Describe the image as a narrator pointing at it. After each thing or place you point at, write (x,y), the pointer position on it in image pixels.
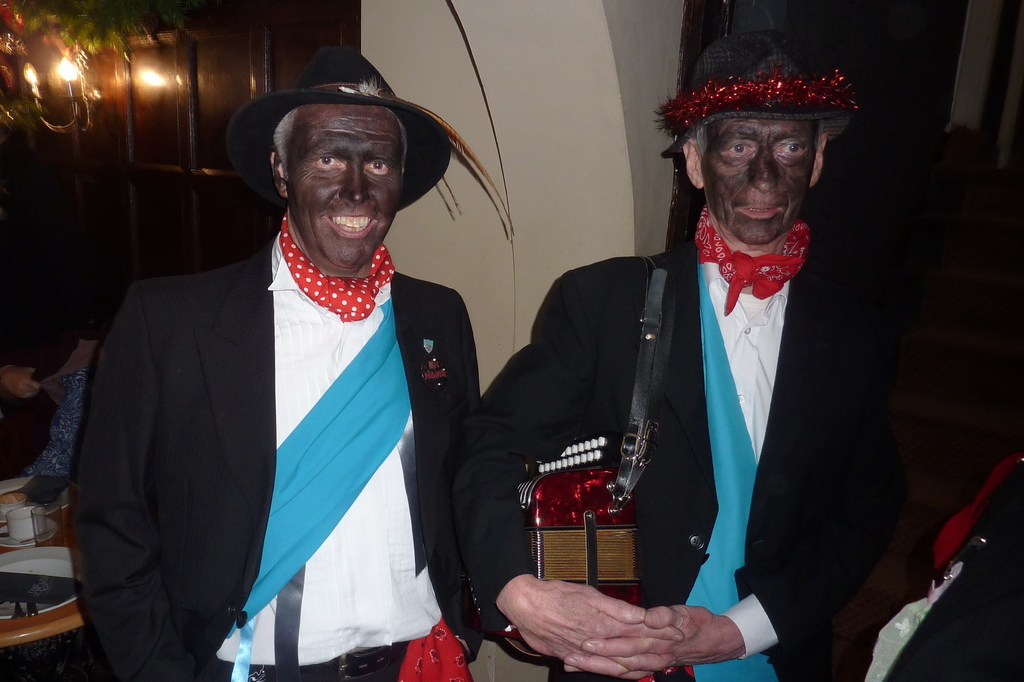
On the right side of the image (838,384) we can see a person (795,369) is standing and wearing an accordion (578,534). On the left side of the image (268,356) a person (268,356) is standing. In the background of the image (484,143) we can see doors (217,79), wall (504,71) and lights (29,85) are there. On the left side of the image (32,628) there is a table (44,616). On the table (14,636) we can see some plates (24,565), spoons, cups (22,528), glasses (42,524) are present.
